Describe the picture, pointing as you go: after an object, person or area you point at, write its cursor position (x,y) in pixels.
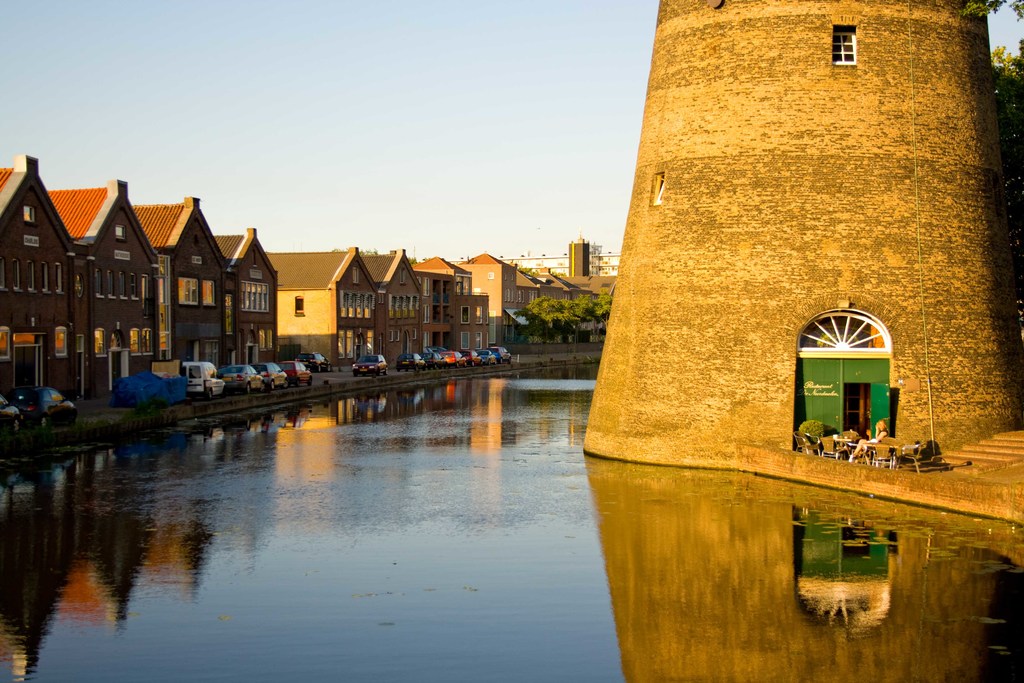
In this image there are vehicles (50,390) on the road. Beside there is water (410,457). Right side (869,452) there are chairs (888,453) and tables (880,446) on the floor (945,466). Right side (856,242) there is a tower (859,206) having a door (863,395). Background (47,307) there are trees (540,301) and buildings (527,296). Top of the image (447,122) there is sky (613,142).
